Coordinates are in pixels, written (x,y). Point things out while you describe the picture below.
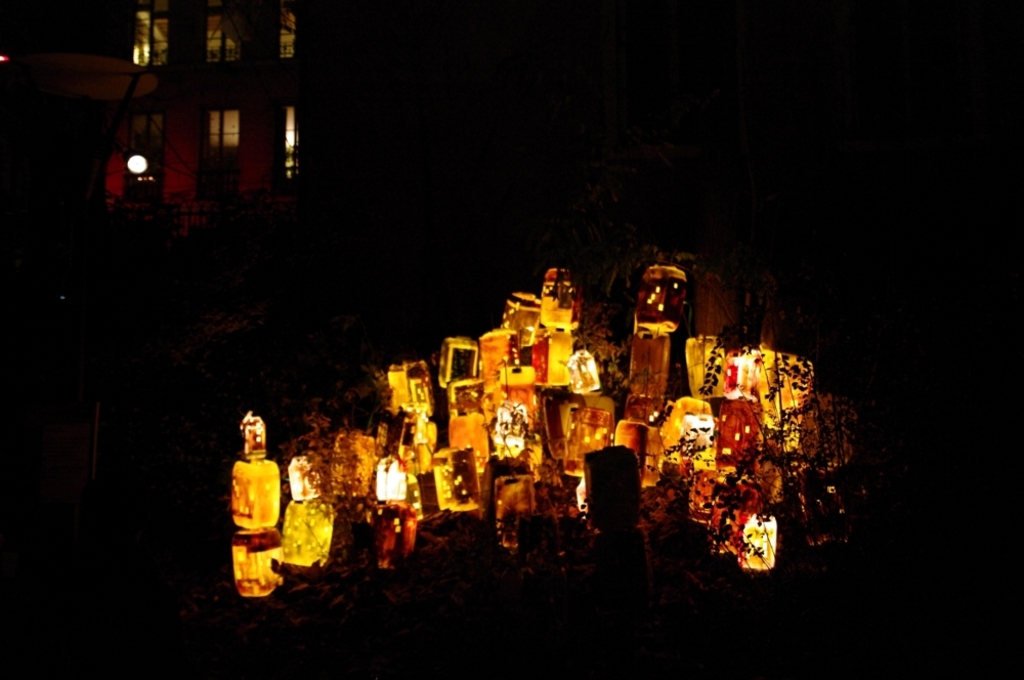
In this picture we can see some lights (385,526), plants (366,589) and a building (154,95) in the background (256,110).
